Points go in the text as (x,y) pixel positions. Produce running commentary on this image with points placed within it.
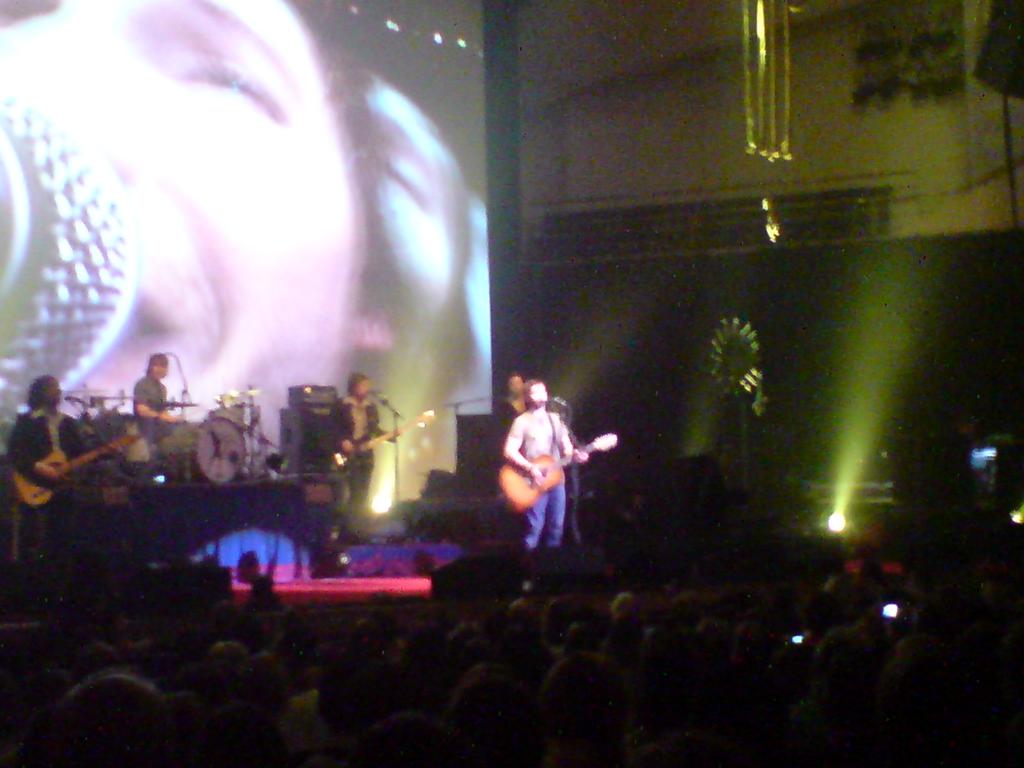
In this images can see group of people (571,669) down the stage (302,588), on the stage (354,589) I can see few people (532,416) standing in front of microphones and holding guitars (529,488) in their hands (539,479). In the background (258,112) I can see a huge screen (283,174), the wall (605,128), few lights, few speakers (308,441), few musical instruments (198,434) and a person (155,417) behind them.
